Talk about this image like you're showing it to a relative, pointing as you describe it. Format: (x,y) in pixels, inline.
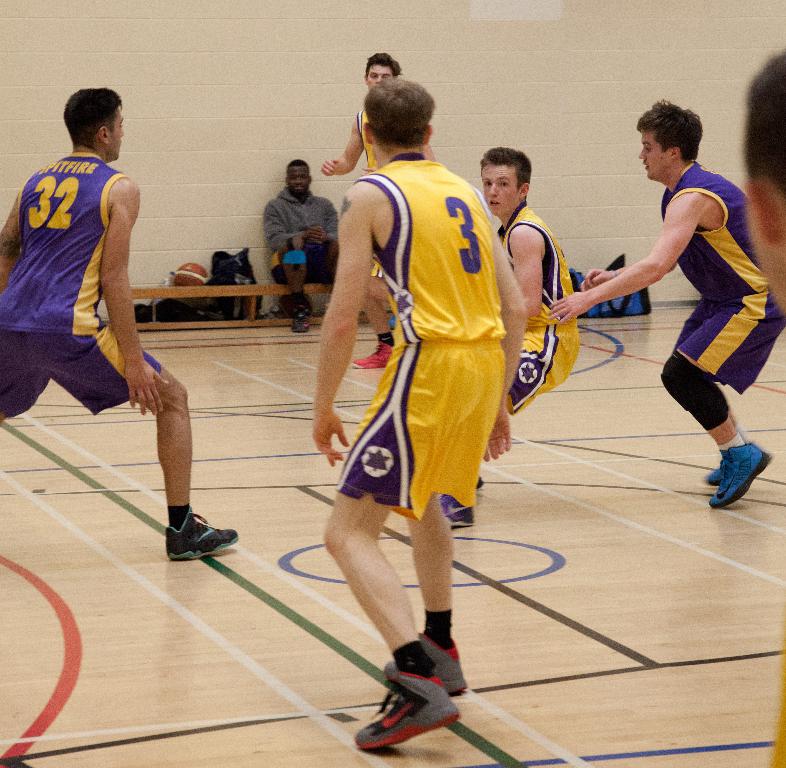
In the picture we can see a sports surface floor (566,577) on it, we can see some men (19,303) are in a sportswear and running here and there and in the background (20,101), we can see a man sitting on the bench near the wall (511,80) and beside the man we can see some things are placed.
